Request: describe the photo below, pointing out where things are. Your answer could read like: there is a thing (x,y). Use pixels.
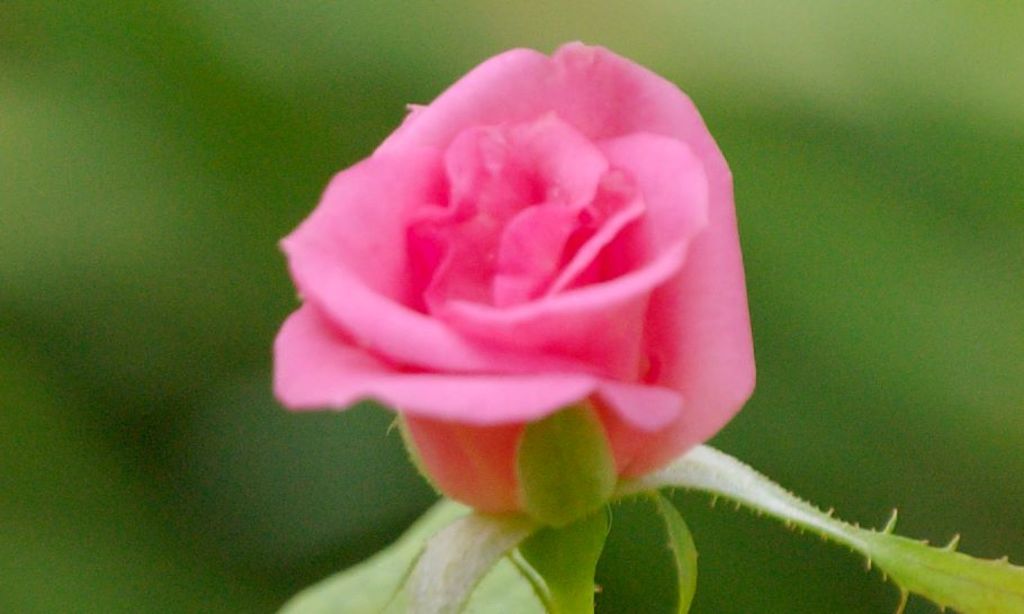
In this picture we can see a rose flower (543,501) with leaves (418,566) and in the background (827,286) we can see trees (901,356) it is blurry.
